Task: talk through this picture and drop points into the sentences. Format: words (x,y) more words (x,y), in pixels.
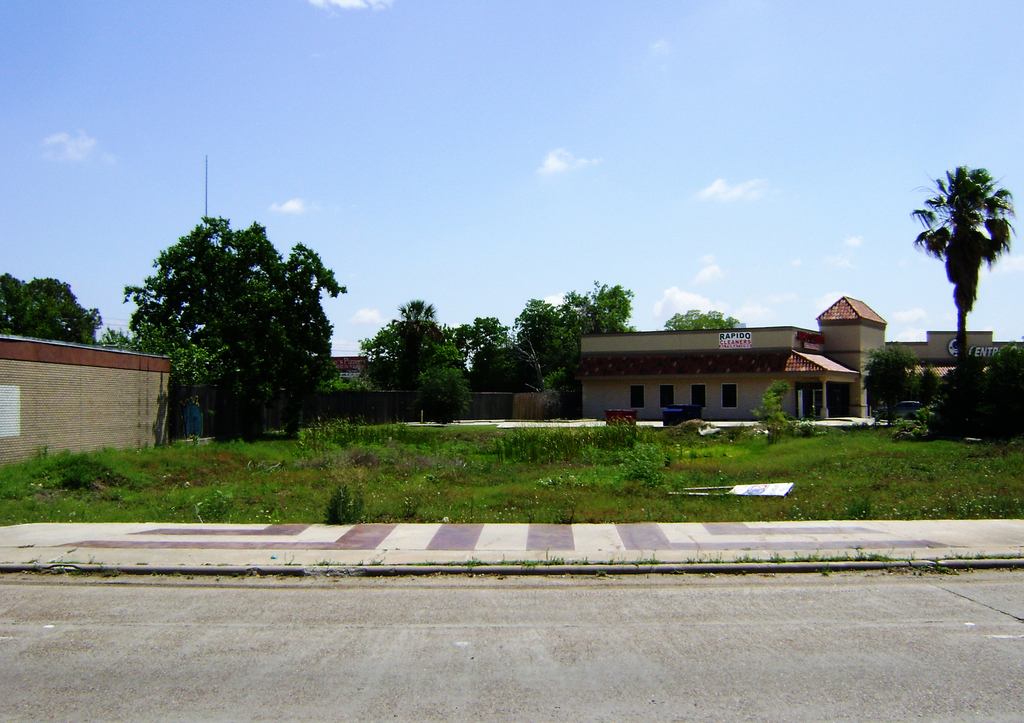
In this picture we can see houses (604,373) and in front of the house (122,360) there are plants (971,397) and grass (836,468) and behind the houses (609,389) there are trees (303,382) and a sky (564,160).
